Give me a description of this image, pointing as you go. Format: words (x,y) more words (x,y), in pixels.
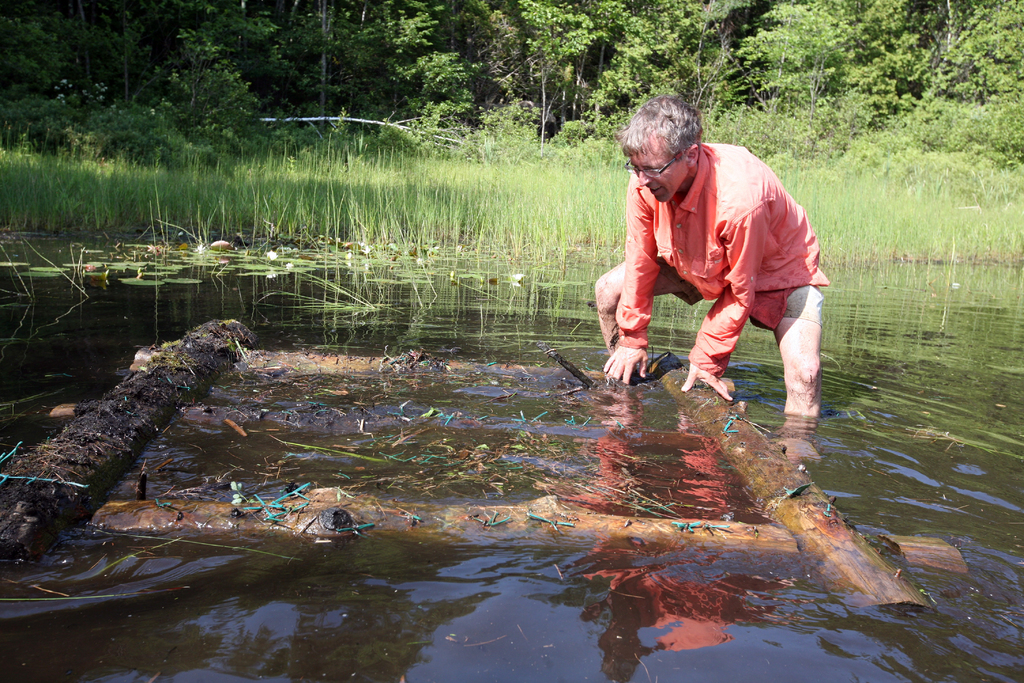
At the bottom of the image (937,534) we can see water (750,345), in the water (743,384) a person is standing and holding a raft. Behind him there are some trees (950,44).
